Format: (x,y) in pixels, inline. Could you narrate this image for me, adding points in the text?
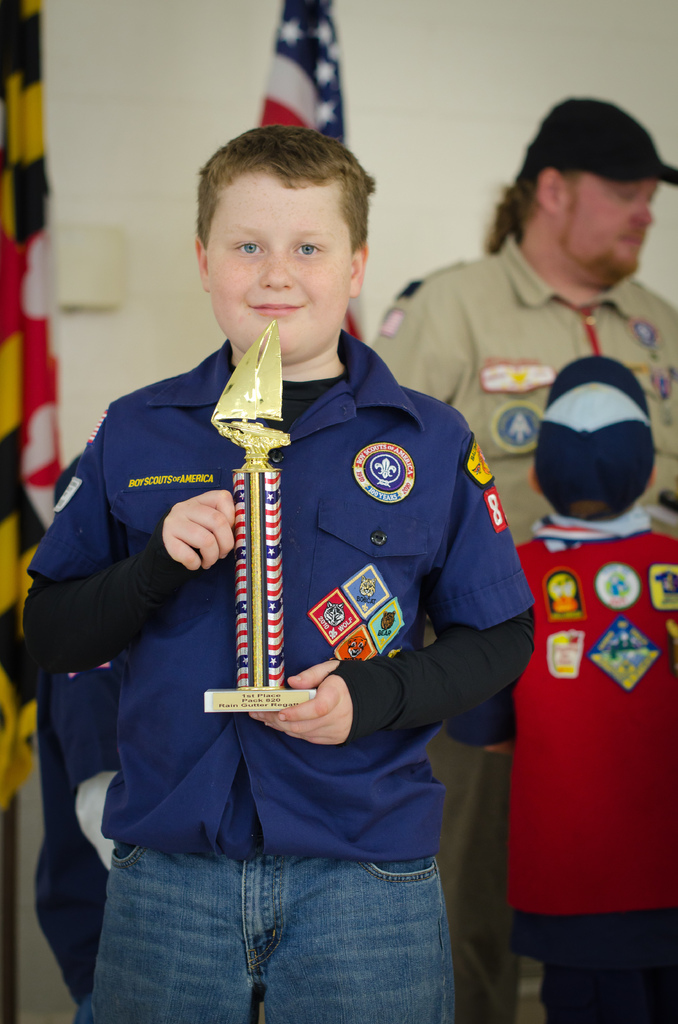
In this image we can see a boy (162,921) holding a memento (282,693) in his hands (260,713). On the top of the image (286,56) we can see the flag (291,68). On the right side of the image (603,478) we can see two people (598,454) are standing.
